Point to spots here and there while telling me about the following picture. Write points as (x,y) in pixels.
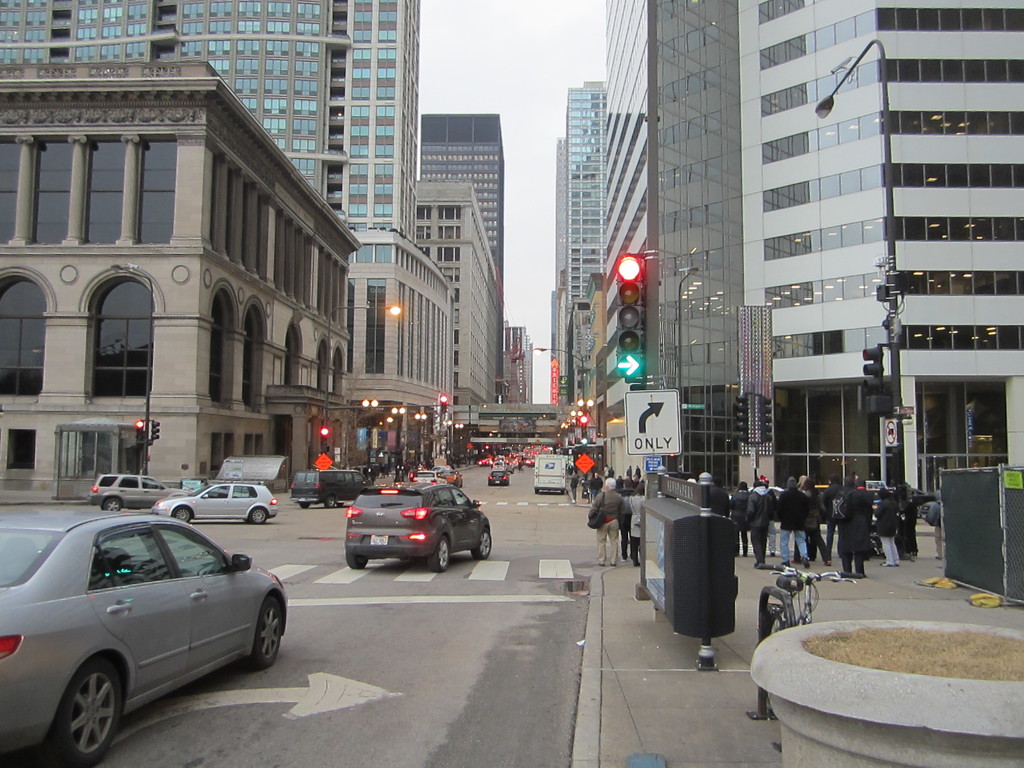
In the picture I can see the tower buildings (348,132) on the left side (183,248) and the right side (686,172) as well. In the foreground (373,518) I can see two cars (402,506) on the road (451,625) and a few people (904,508) standing on the side of the road (838,549). There are traffic signal poles (633,354) on the side of the road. I can see the light poles (890,459) on the left side (327,423) and the right side as well. I can see a bicycle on the bottom right side (808,576). This is looking like an LED hoarding board (694,552) on the side of the road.
